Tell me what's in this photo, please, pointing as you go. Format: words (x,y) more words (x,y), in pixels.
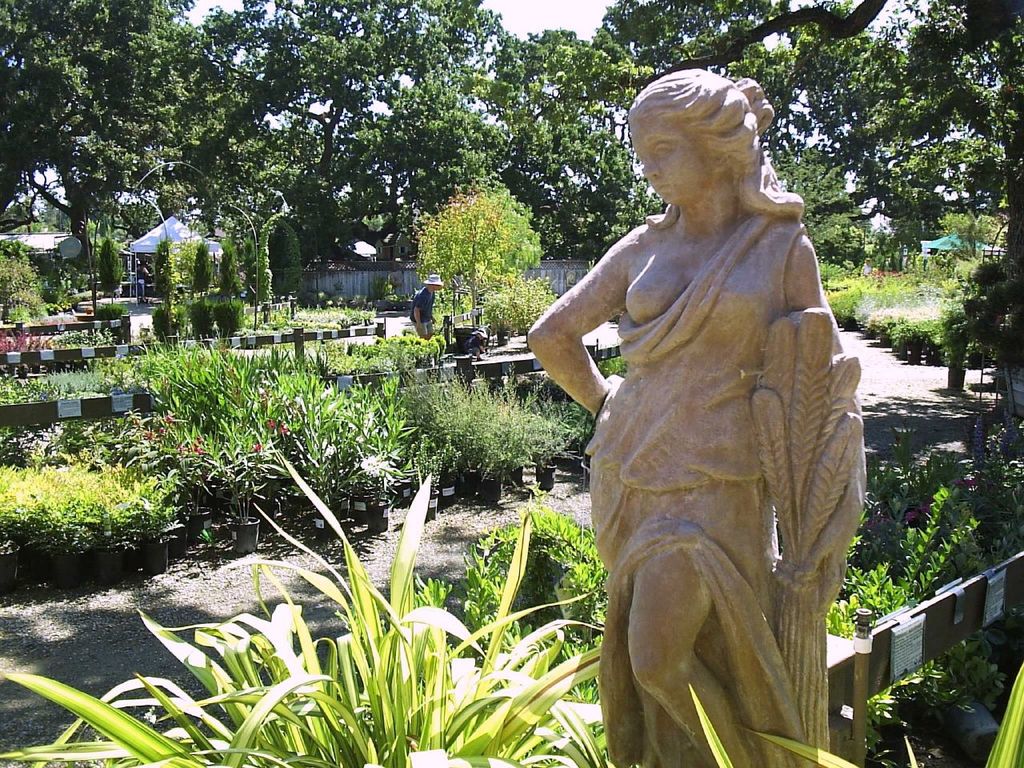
In this picture I can see the statue (731,313) of the woman (709,423) which is placed near to the grass (319,743) and plants (545,291). On the left (199,454) I can see the pots (482,490) and some flowers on the plants (213,392). In the left (148,261) background (163,235) I can see the tent (130,268). In the back (284,153) I can see the wooden partition (560,263), trees (604,225) and poles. At the top (513,8) there is a sky (526,6).
